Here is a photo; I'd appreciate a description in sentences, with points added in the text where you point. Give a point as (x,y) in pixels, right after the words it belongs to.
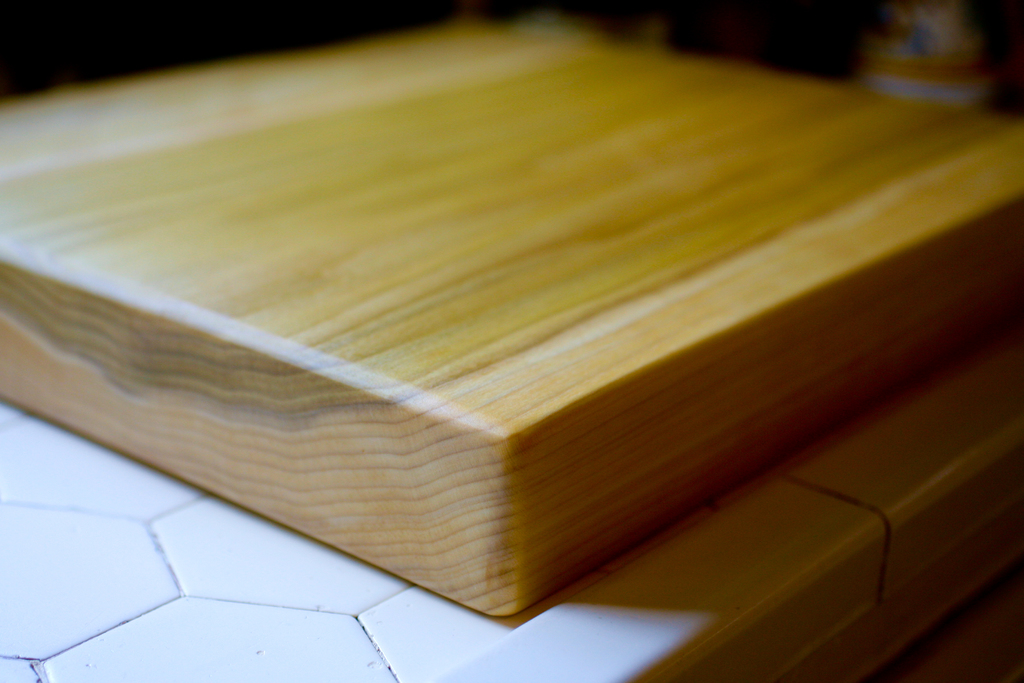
The picture consists of a wooden block (435,298) placed on a white surface (417,596). The background is blurred.
